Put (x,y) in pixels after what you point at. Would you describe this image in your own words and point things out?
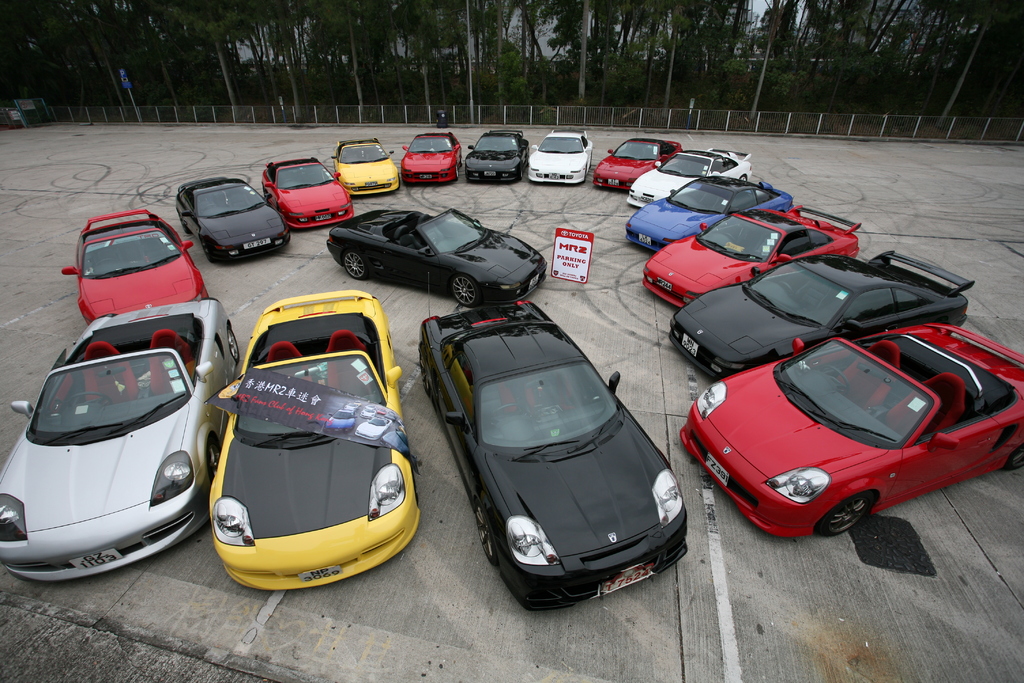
In the center of the image (462,337) we can see cars (483,280) and board (587,271). In the background of the image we can see mesh (1005,131), trees (822,35). At the bottom of the image (440,585) there is a ground (429,630).
